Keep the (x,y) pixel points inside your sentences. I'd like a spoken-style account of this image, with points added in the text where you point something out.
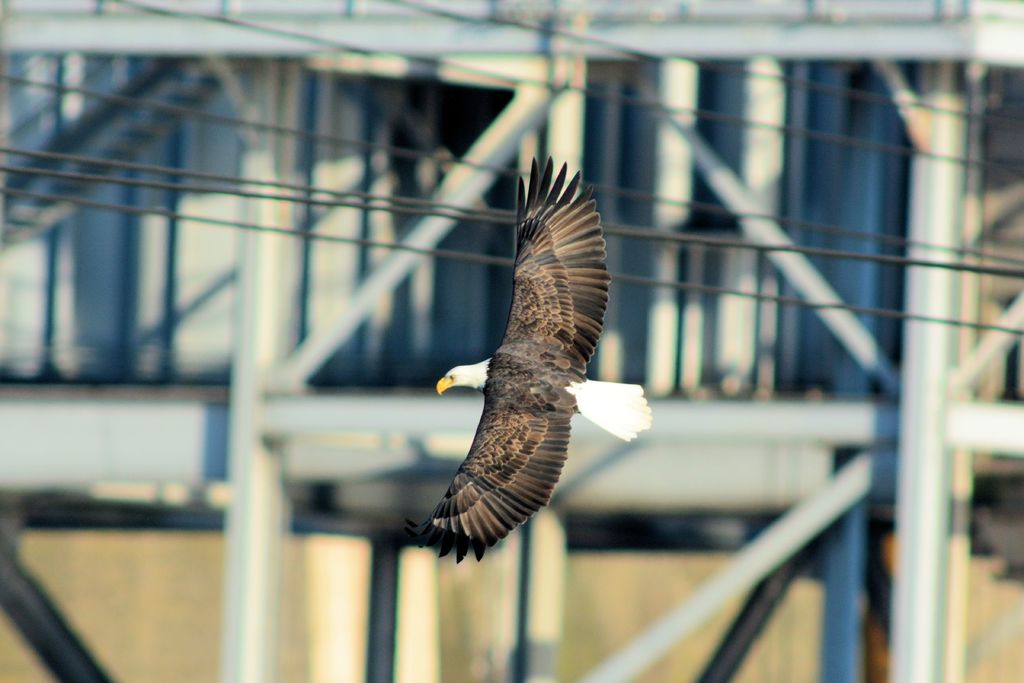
In this image we can see a bird (506,441) flying. In the background (272,293) we can see wires (237,195) and rods (821,492).
